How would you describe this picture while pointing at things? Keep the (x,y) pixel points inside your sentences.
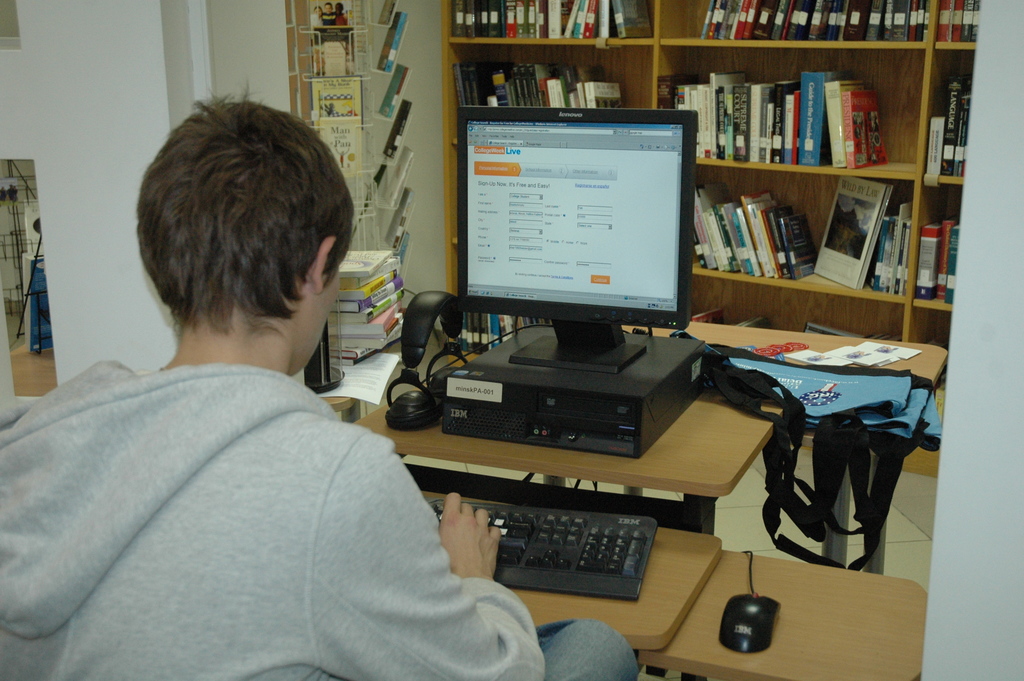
this picture shows a boy (188,664) seated and typing on keyboard (584,515) and we see a monitor (535,348) and mouse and headphones (453,311) and couple of book stands (456,94) with books (513,34) and we see a hand carry bag (881,455) on the table (863,582).
